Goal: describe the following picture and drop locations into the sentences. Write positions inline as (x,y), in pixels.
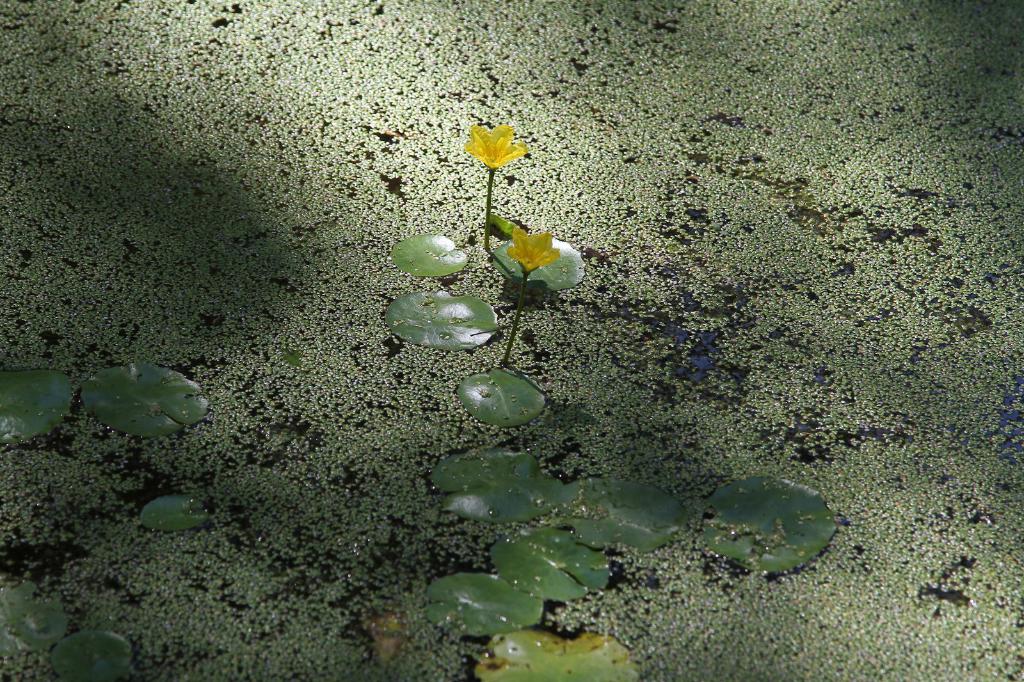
In this image there are leaves (25,401).
